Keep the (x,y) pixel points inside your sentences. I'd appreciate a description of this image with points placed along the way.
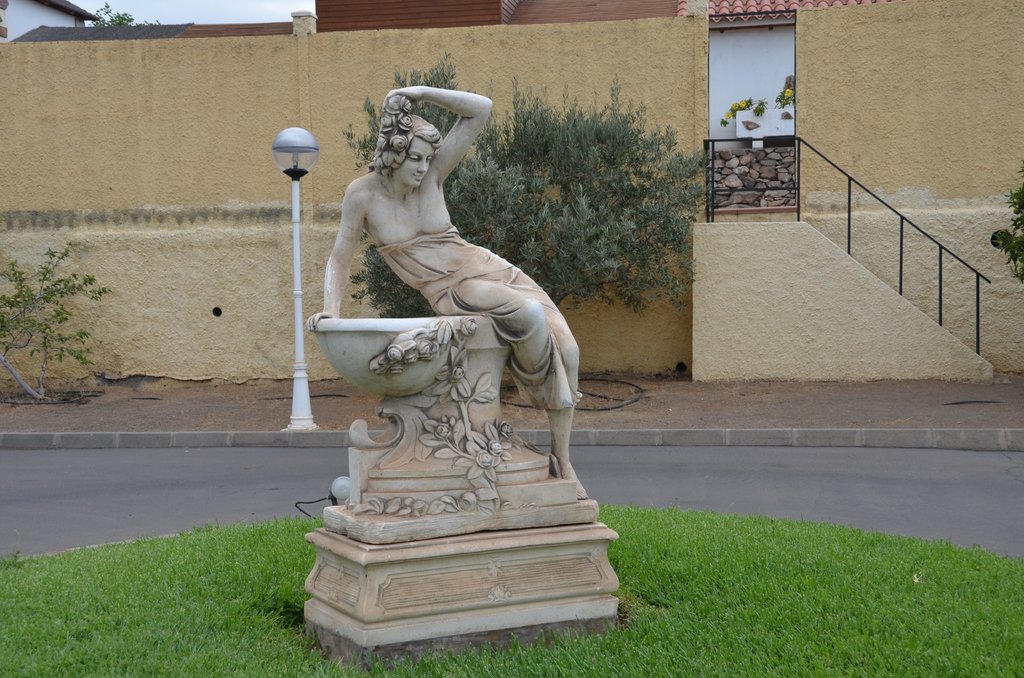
In the picture I can see a statue of a person (481,358) and some other things (400,584). In the background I can see plants (593,271), the grass (584,651), a pole light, a wall (698,250), the sky (203,10) and some other objects (738,261).
